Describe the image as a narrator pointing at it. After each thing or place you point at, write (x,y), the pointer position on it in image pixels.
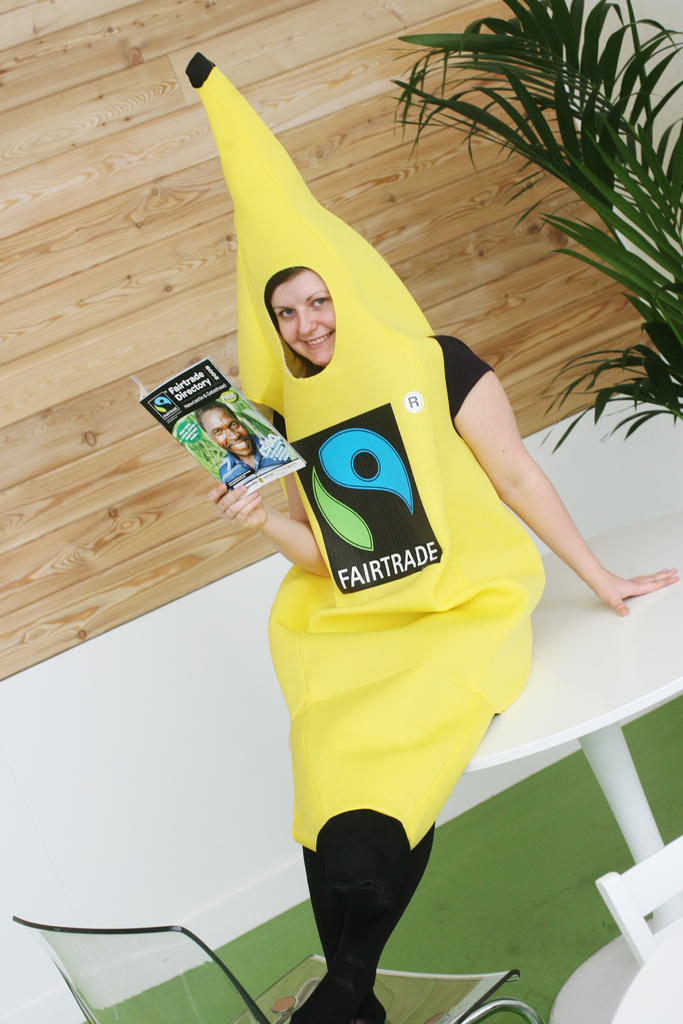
In this picture we can see a woman (254,295) sitting on a white table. She is holding a magazine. On the right side of the picture (603,94) we can see a plant (582,140). At the bottom (444,1002) we can see a chair (455,999).
